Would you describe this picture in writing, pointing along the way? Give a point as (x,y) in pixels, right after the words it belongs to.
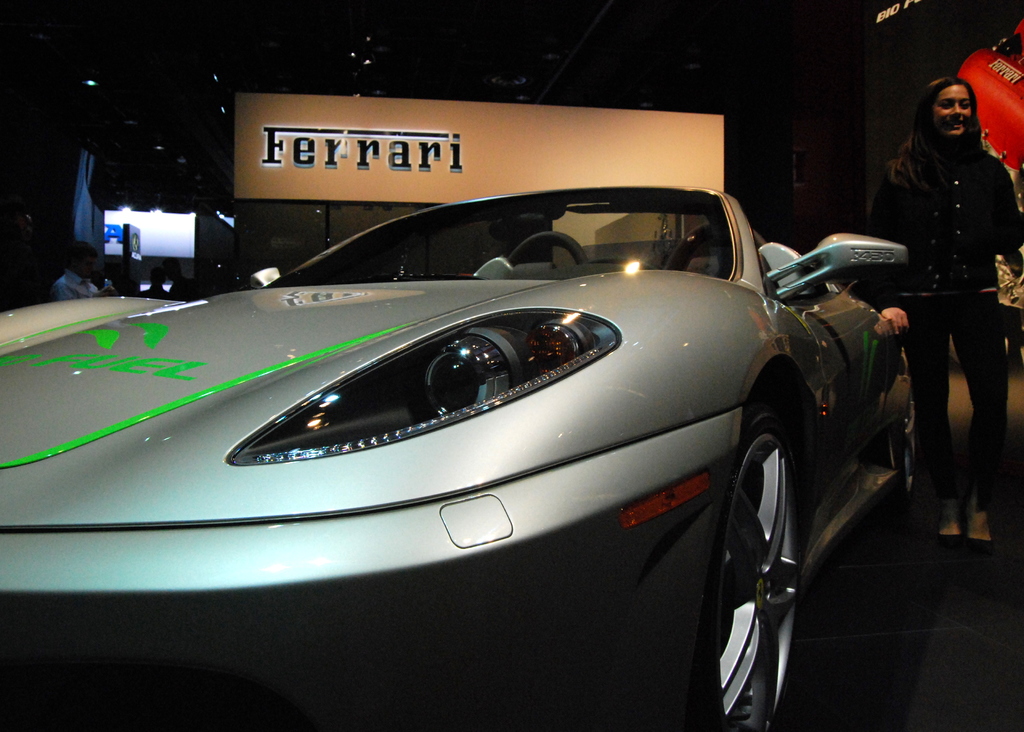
In the foreground of the image (565,491) we can see a car (800,440) parked on the ground (933,582). To the right side of the image (983,208) we can see a woman (965,326) standing on the floor (935,637). In the background (382,137), we can see a screen (898,102), sign boards (391,150) with some text (275,133) and some lights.
